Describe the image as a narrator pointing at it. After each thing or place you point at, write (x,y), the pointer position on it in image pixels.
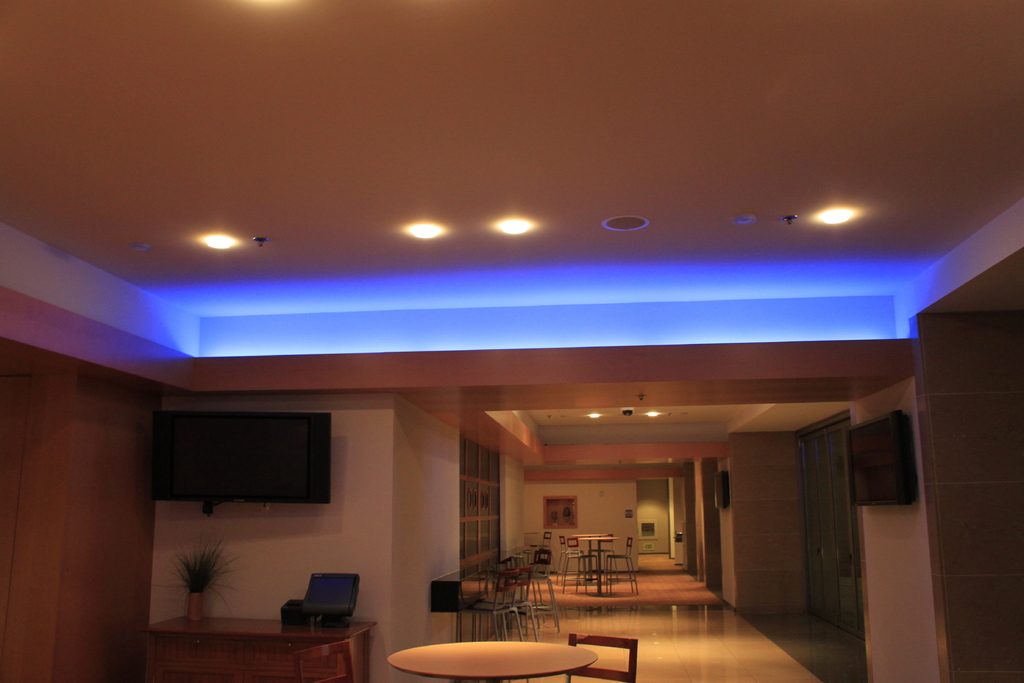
In this picture we can observe a table (233,634) on which there is a plant (207,582). We can observe a TV (233,484) fixed to the wall (307,526). There is a blue color light (387,318). We can observe some tables (498,646) and chairs (553,606) in this room (529,592). On the left side (149,606) there is a brown color wall (59,544). We can observe a window (466,487) here. In the background (547,511) there is a photo frame (564,514) attached to the wall (592,505).
